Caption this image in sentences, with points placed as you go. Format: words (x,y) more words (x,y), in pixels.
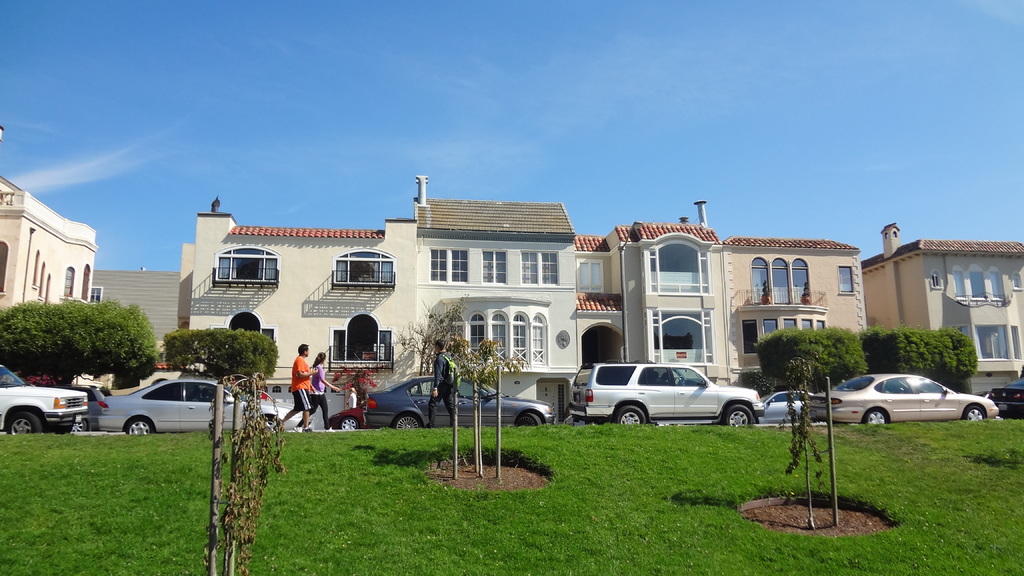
In this picture I can see few vehicles (370,408) are on the road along with people (306,402), behind we can see some buildings (331,392), around we can see some trees (88,339), plants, grass (328,470).
